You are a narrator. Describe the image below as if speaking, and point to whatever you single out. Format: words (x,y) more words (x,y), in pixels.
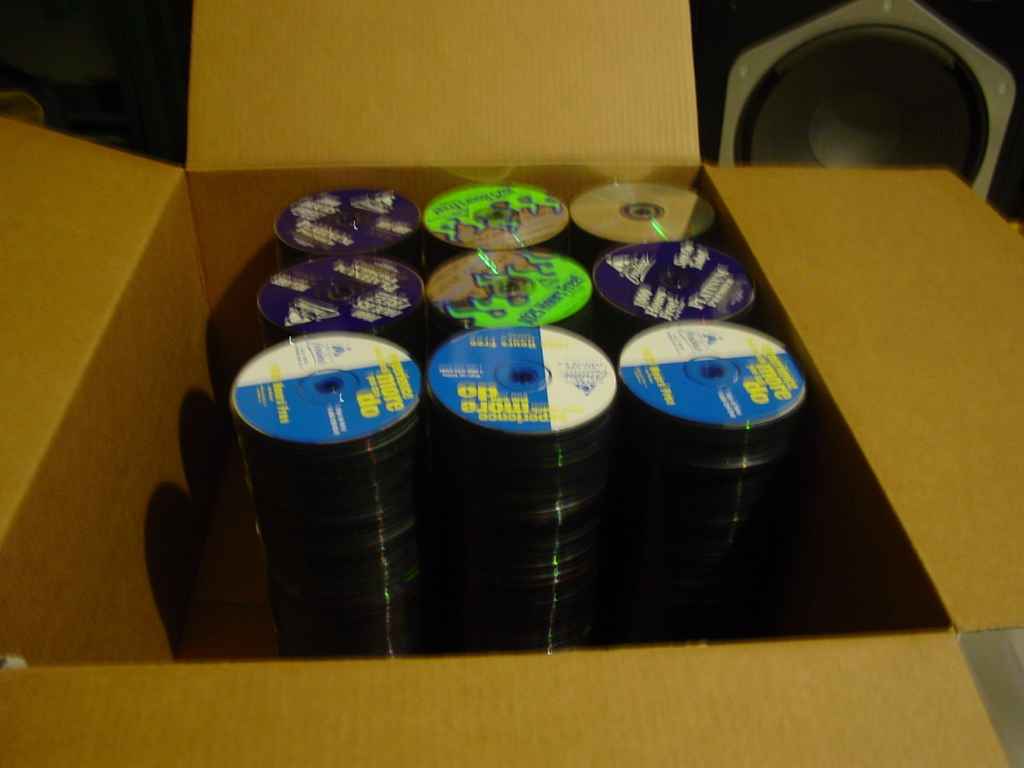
In this picture we can see some Cd's (340,457) are placed in a box (88,511).
